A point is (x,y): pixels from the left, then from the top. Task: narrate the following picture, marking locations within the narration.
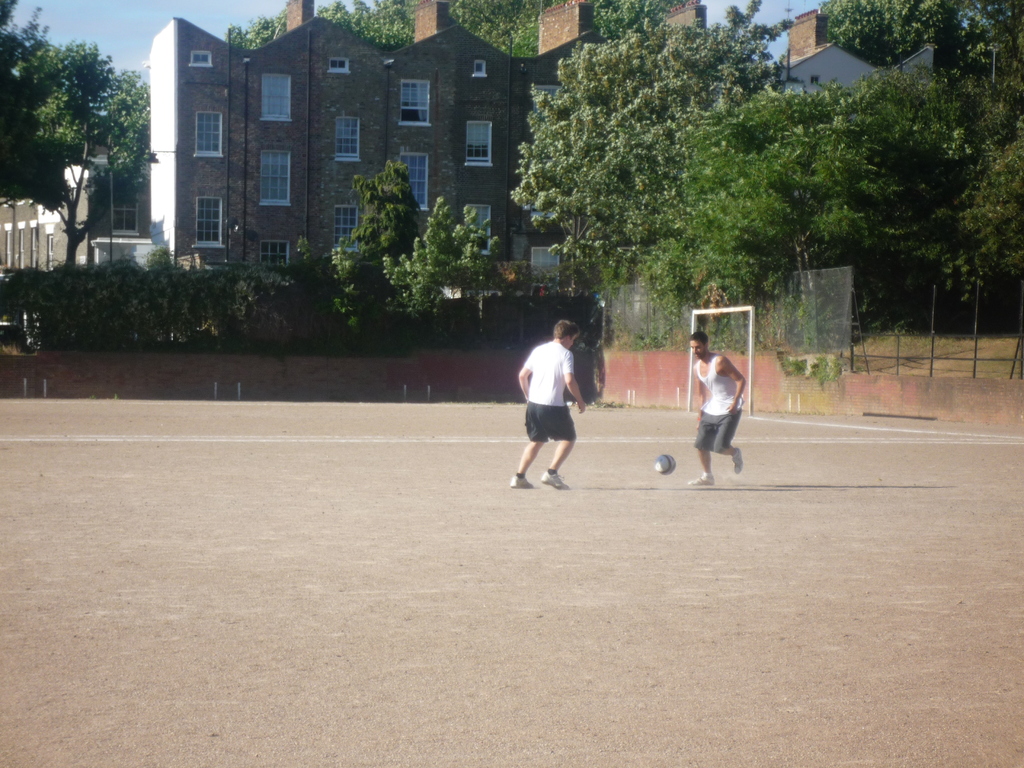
Here there are two men (568,378) playing football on the ground (588,537). In the background (509,135) there are trees (19,132), buildings (173,124), windows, fence (732,332) and sky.
